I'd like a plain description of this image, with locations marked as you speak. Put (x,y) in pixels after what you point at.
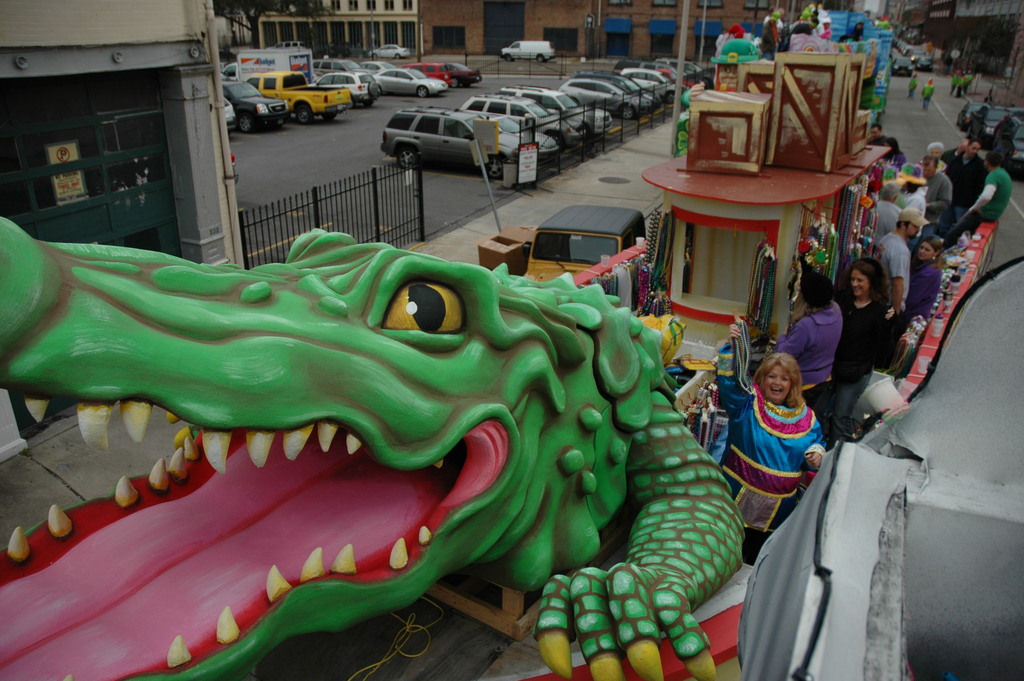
In this image, in the right corner (950,387), we can see some objects (963,650). On the right side (899,153), we can see a group of people (997,161) standing. On the right side (1020,48), we can see a building (996,12), a group of people (1005,175), vehicles (895,66). In the middle of the image (663,431), we can see a toy crocodile (475,529) and few boxes (795,163). On the left side (150,209), we can see a building (106,193), metal grill (352,228), few vehicles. In the background (350,8), we can see some trees (284,11), building (506,13), window (452,32). At the bottom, we can see a road (355,126) and a footpath (584,170).
